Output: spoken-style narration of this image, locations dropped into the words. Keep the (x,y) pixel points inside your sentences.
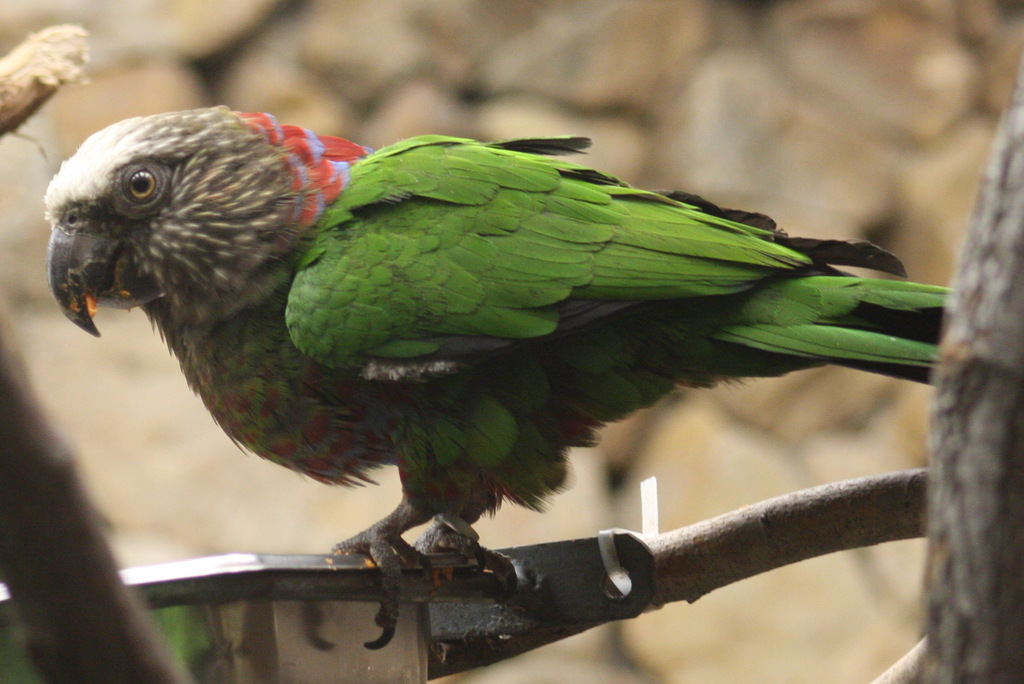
In the picture there is a bird (383,282) standing on the stem (909,489).
